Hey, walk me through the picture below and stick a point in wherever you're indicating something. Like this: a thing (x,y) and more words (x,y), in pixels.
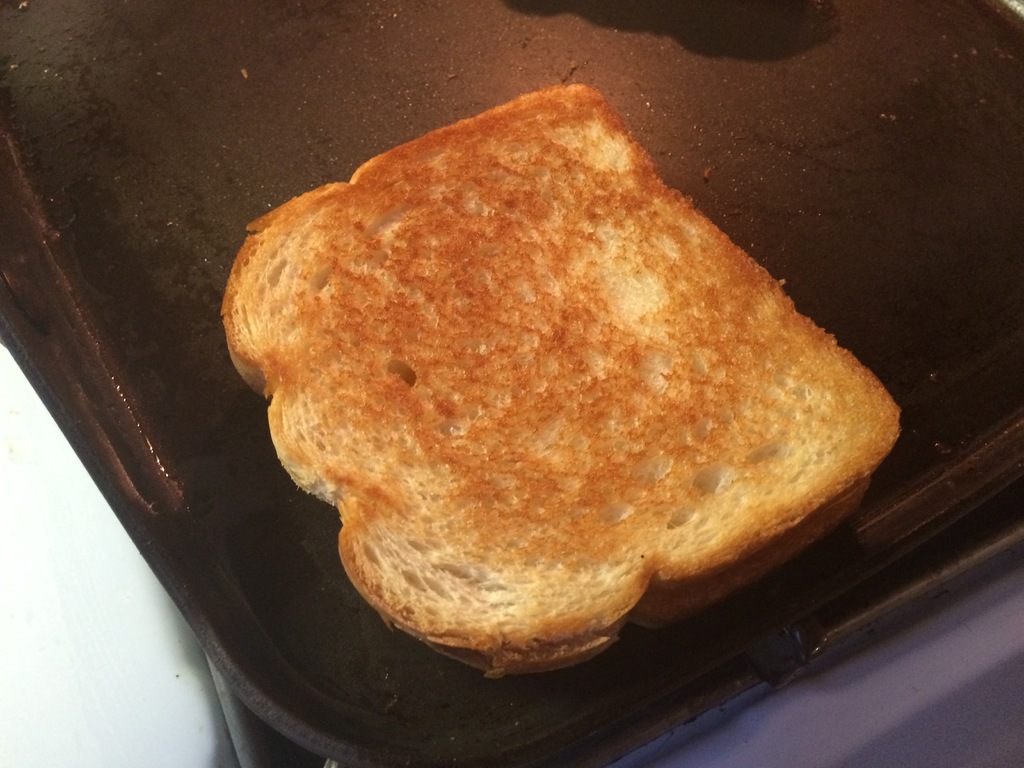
In this image we can see a tray (109,454) with bread (473,364) on the table (126,640).
